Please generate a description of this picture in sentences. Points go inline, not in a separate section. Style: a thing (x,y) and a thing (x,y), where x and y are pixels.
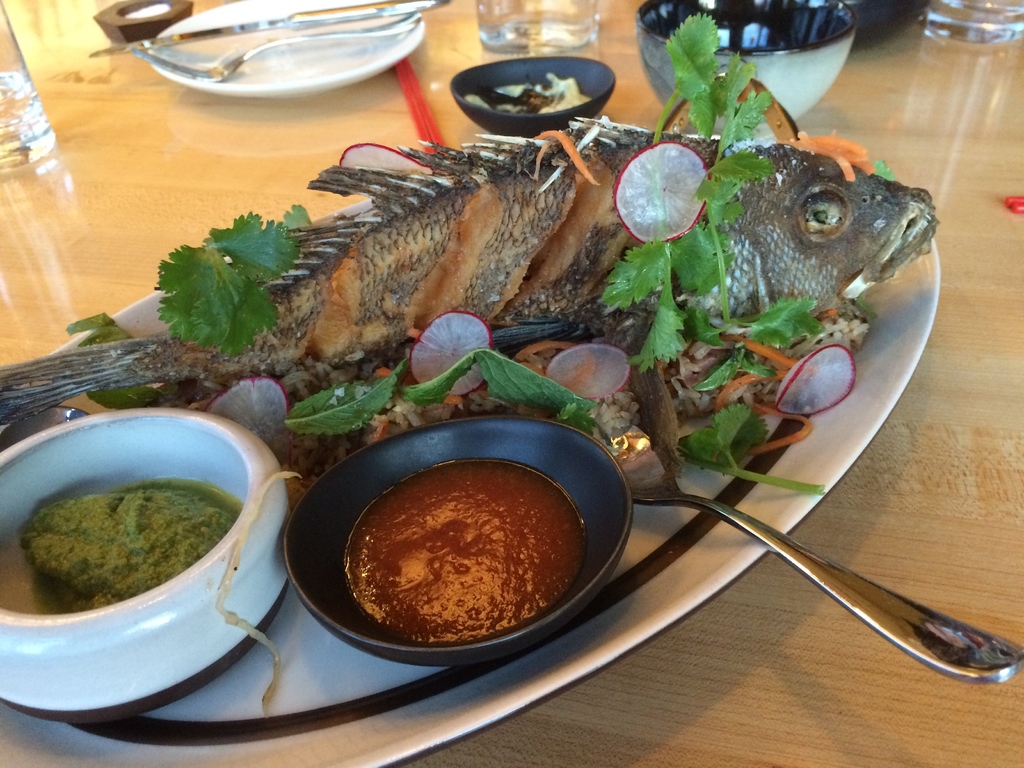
Here I can see a table (981,302) on which few bowls (803,37), plates (277,61), spoons (274,44), glasses (23,86) and some more objects (150,26) are placed. On a plate (361,746) I can see a fish (400,301), green color leaves (252,311), spoon (694,507), two bowls (128,681) having some food item (204,547) in it and rice (353,434) are placed.
